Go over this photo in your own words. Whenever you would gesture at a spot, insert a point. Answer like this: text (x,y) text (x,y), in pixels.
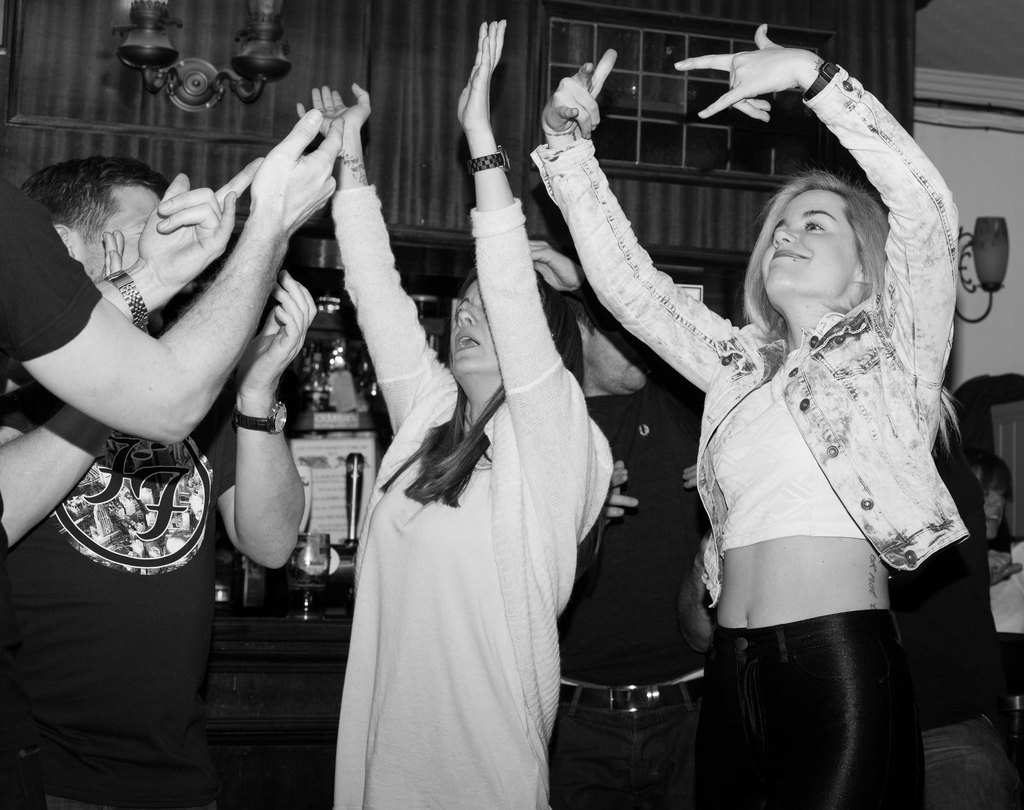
It looks like a black and white picture. We can see a group of people (31,261) dancing and behind the people (219,484) there are some objects (314,427) and the wall (967,271).
